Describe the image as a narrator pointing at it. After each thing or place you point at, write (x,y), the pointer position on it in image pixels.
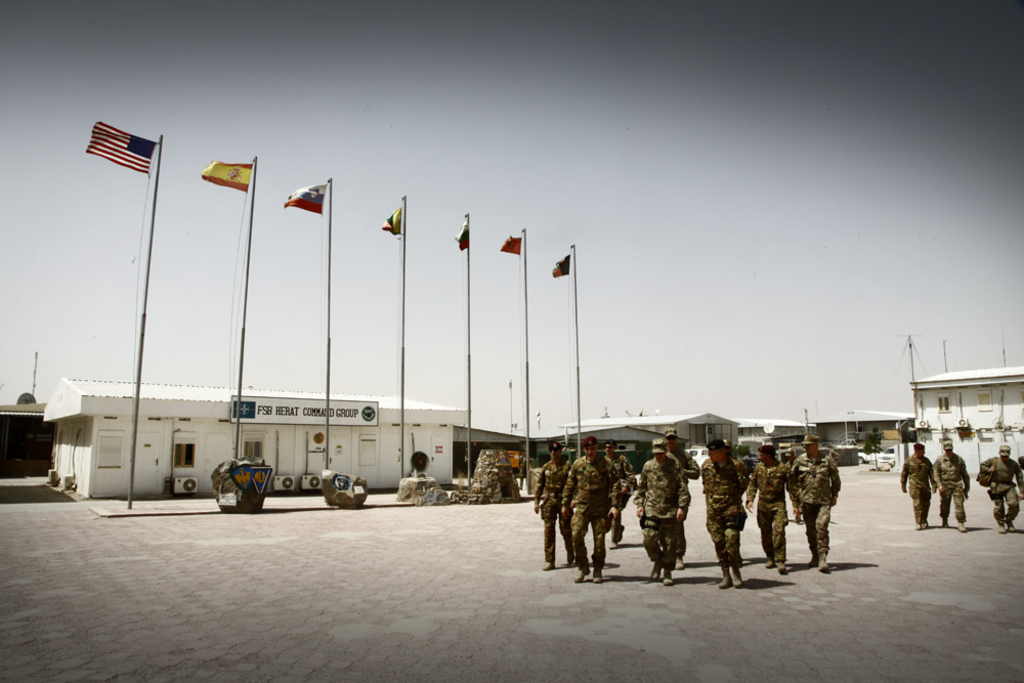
In the foreground of the picture (586,505) we can see soldiers (742,526) and pavement (425,575). In the middle of the picture (474,455) there are buildings (393,452), air conditioner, vehicles (885,457), flags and various objects (347,480). At the top (531,128) it is sky (486,179).
